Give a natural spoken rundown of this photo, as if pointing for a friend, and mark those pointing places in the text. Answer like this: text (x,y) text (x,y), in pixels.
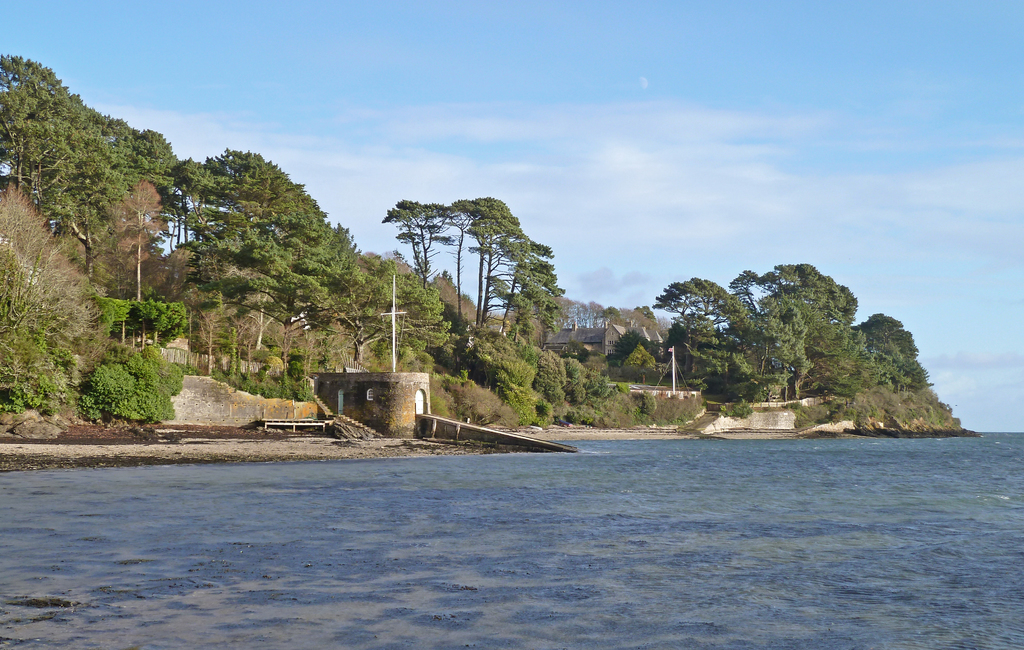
There is water (768,603). In the background (664,334), there is wall (758,416), there are trees (905,366), a building (551,346), poles (674,351) and plants (528,407) on the ground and there are clouds (680,141) in the blue sky (540,118).
